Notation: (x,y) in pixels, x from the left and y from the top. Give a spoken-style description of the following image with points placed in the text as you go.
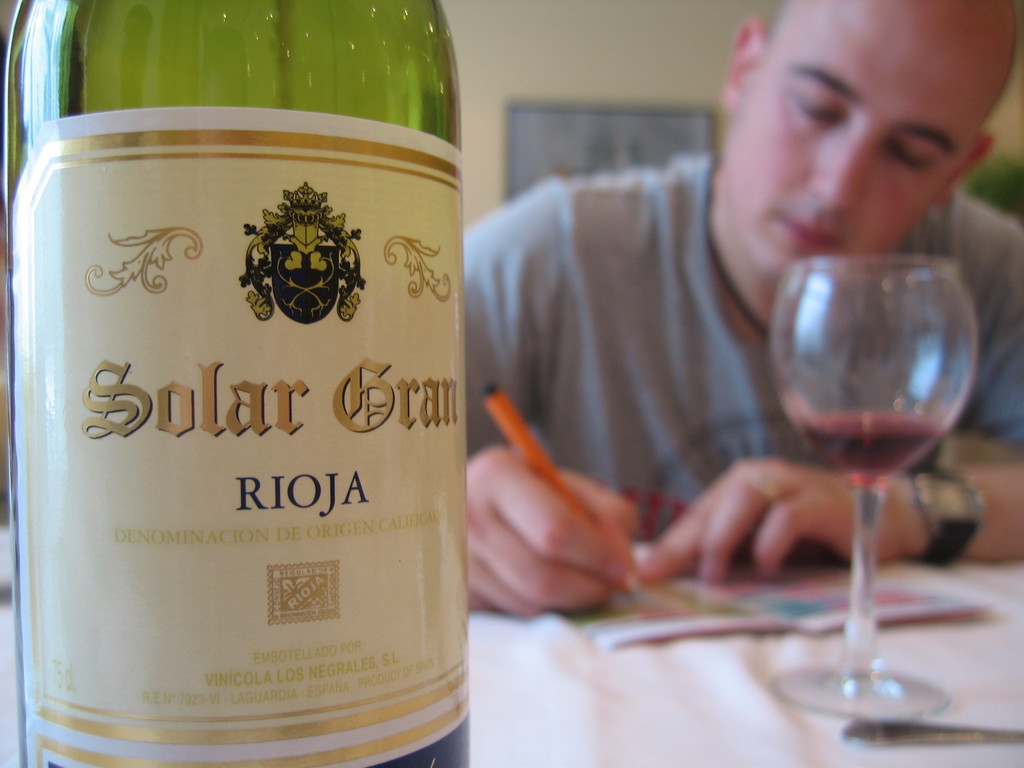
In the background of the image (712,195) a man (666,278) is sitting and writing something, he is wearing a gray t-shirt (632,345). On the table (834,656) there is a book (747,631) and a glass (859,616). In the foreground (271,462) there is a wine bottle (257,264). In the middle of the background (563,138) on the wall (584,99) there is a frame (550,137).
